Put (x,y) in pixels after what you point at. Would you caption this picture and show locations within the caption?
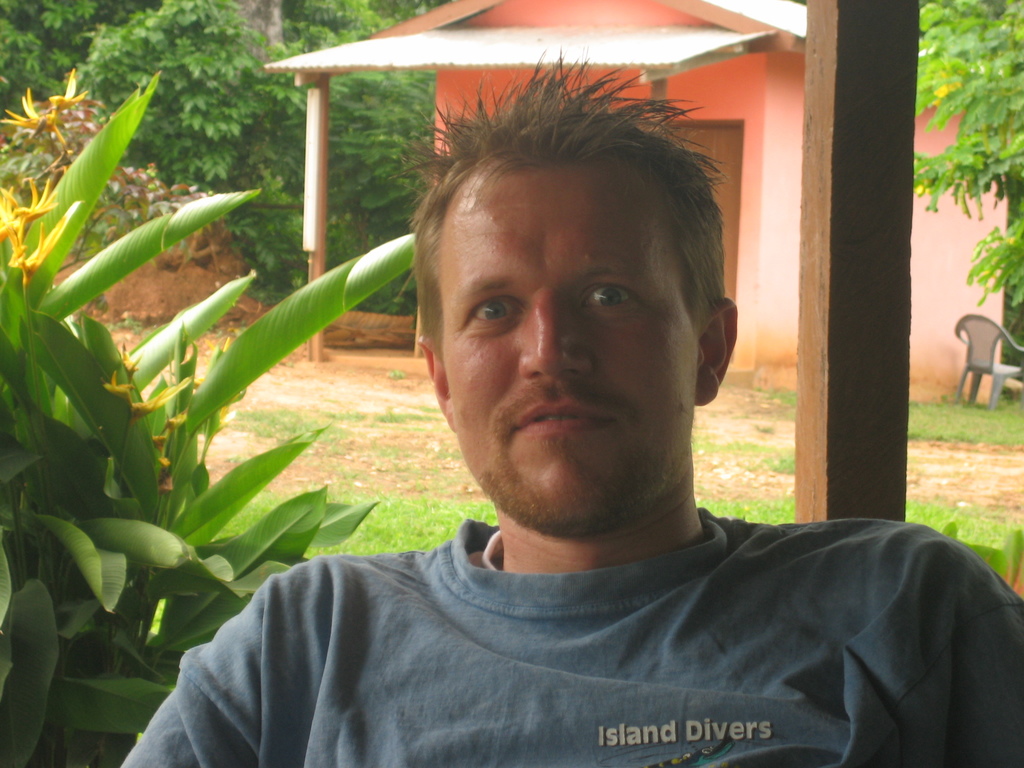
In this image there is a man (633,645) sitting on chair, on the left side (162,501) there are plants (94,524), in the background (537,50) there is house (785,70) and trees (212,64).
